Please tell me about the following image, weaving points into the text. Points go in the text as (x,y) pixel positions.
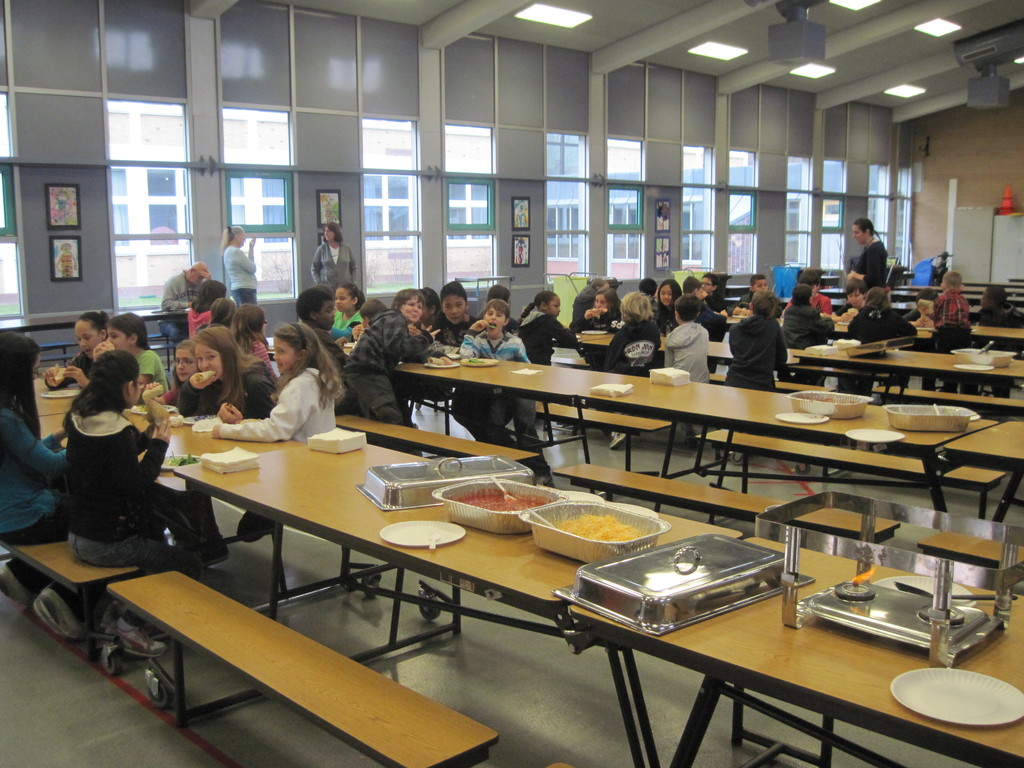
In this image it seems like a mess (766,257) in which students (369,313) are sitting on the bench (284,637) and eating the food (146,396). On the table (273,454) there are different dishes (468,520) which are kept in bowl (496,519). At the top (556,20) there is light (556,20). At the background (134,221) there are photo frames (60,215), windows (133,250). The children (419,354) are eating the food (439,357) which is kept on the table (480,373). At the right top corner (966,177) there's a wall (978,169) and cupboards (988,248).
